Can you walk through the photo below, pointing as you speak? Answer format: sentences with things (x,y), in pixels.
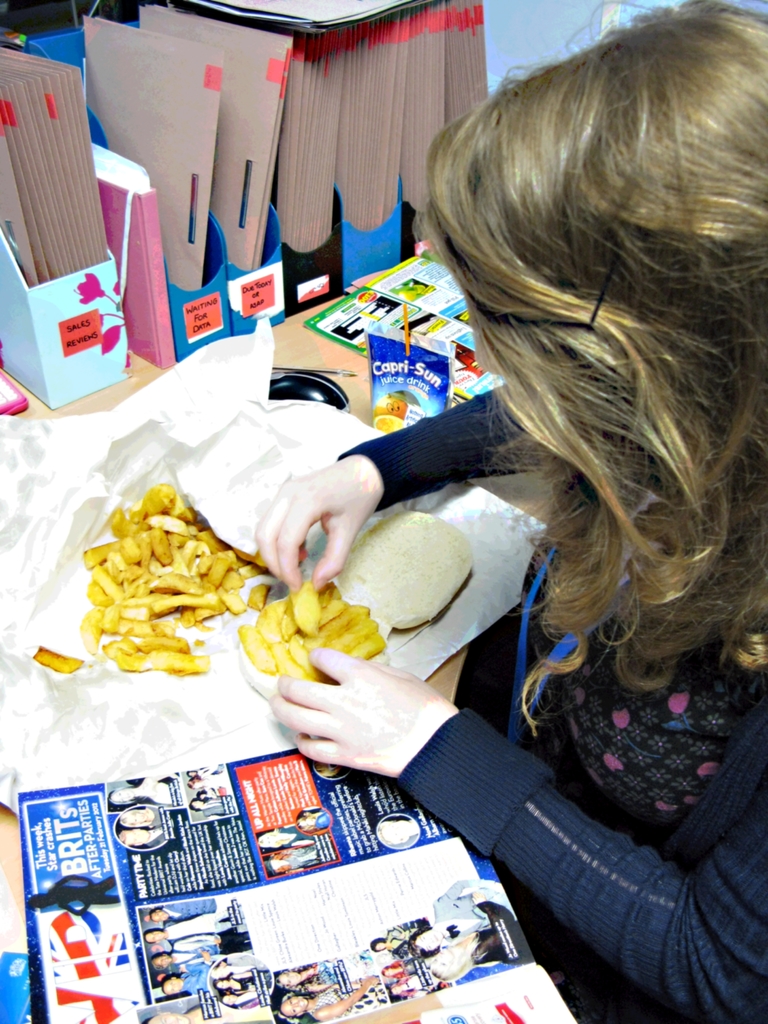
In the picture I can see a woman (532,154) on the right side (567,553) and looks like there is a tag (520,698) on her neck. I can see the table (12,871). I can see the french fries (209,582), papers (254,763) and brown color cover sheets (235,142) are kept on the table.
